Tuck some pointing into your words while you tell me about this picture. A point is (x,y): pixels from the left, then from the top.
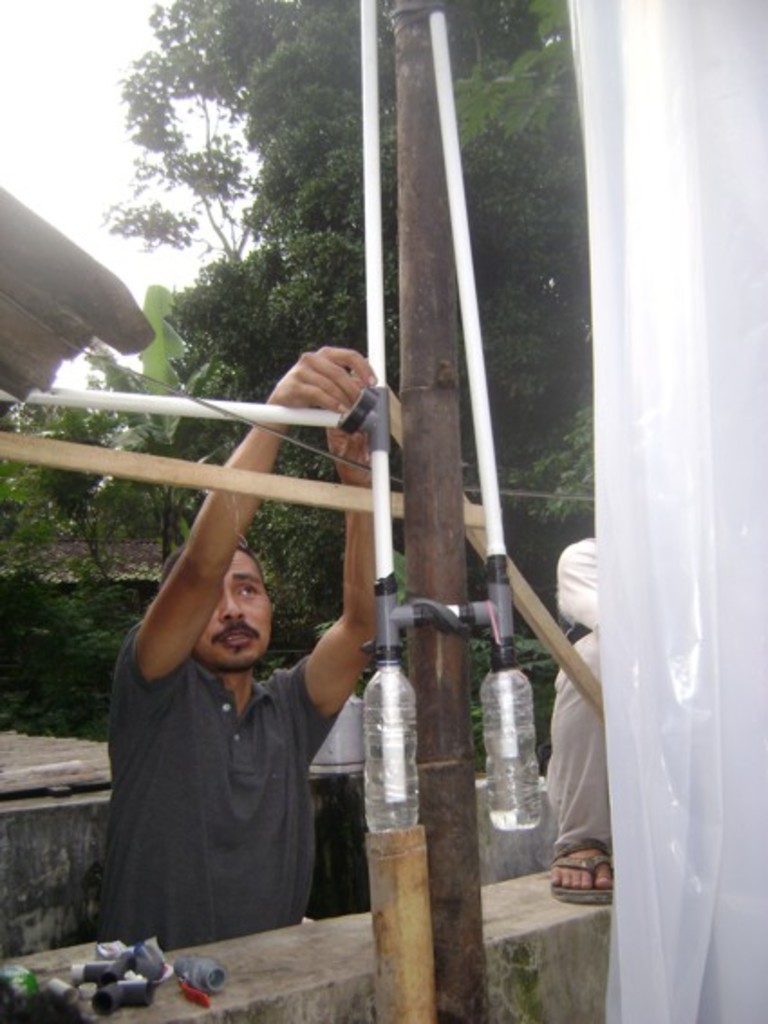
In this image, we can see people (367,628). In the background (305,561), there are trees (255,270), pipes (472,613), bottles (490,681), logs (448,639) and we can see some other objects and there is a sheet (625,848) and a wall (326,988).
